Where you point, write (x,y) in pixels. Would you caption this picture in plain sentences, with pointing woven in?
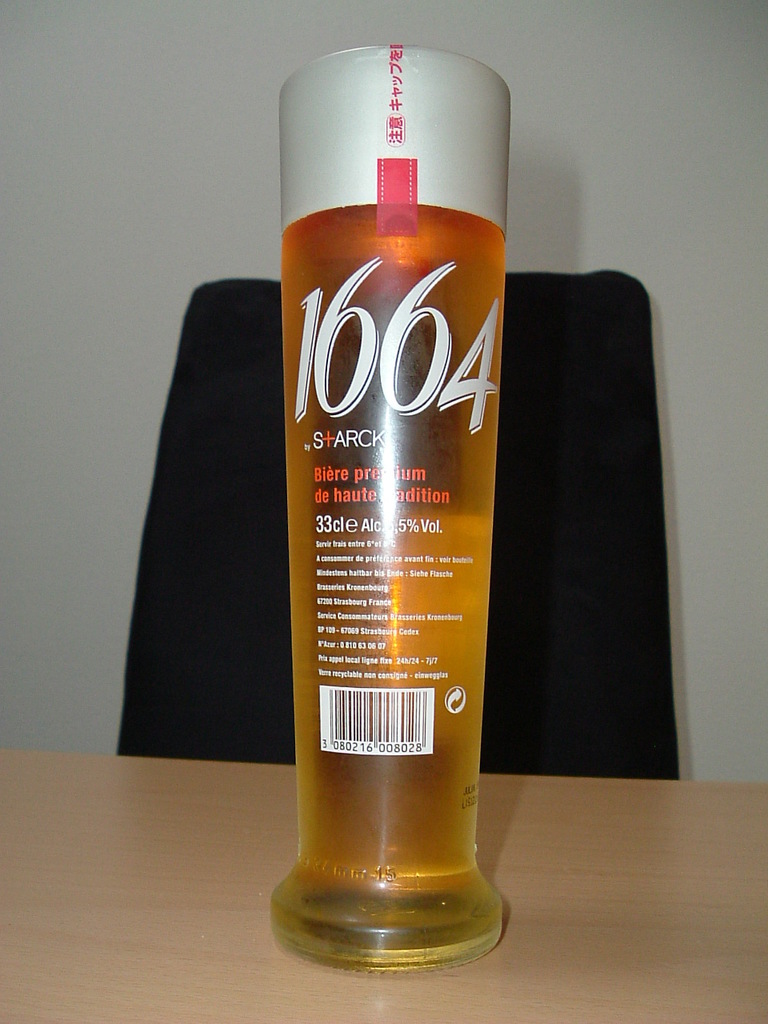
In this image there is a glass bottle (422,506) with a liquid (416,454) in it on the table (44,858), and in the background (564,66) there is a chair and a wall (526,118).
